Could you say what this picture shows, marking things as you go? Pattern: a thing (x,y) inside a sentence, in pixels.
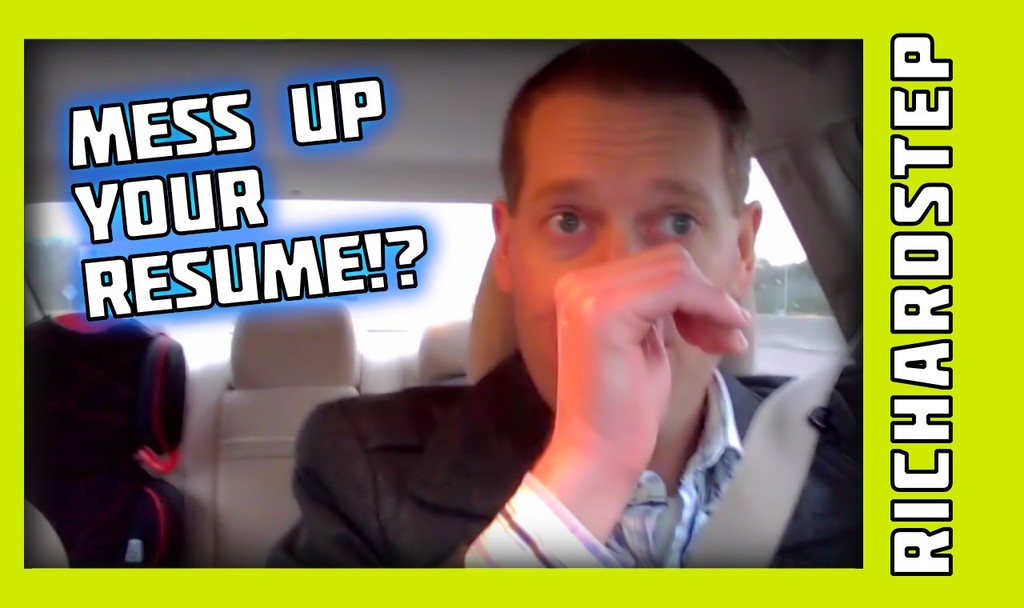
This is an edited image with the borders (3,240). On the right (723,414) there is a person (496,449) seems to be sitting in the car (490,333). In the background (305,333) we can see the seats (312,345) and through the window (781,290) we can see the sky (777,236) and some other objects (796,298) and there is a text (115,120) on the image.
